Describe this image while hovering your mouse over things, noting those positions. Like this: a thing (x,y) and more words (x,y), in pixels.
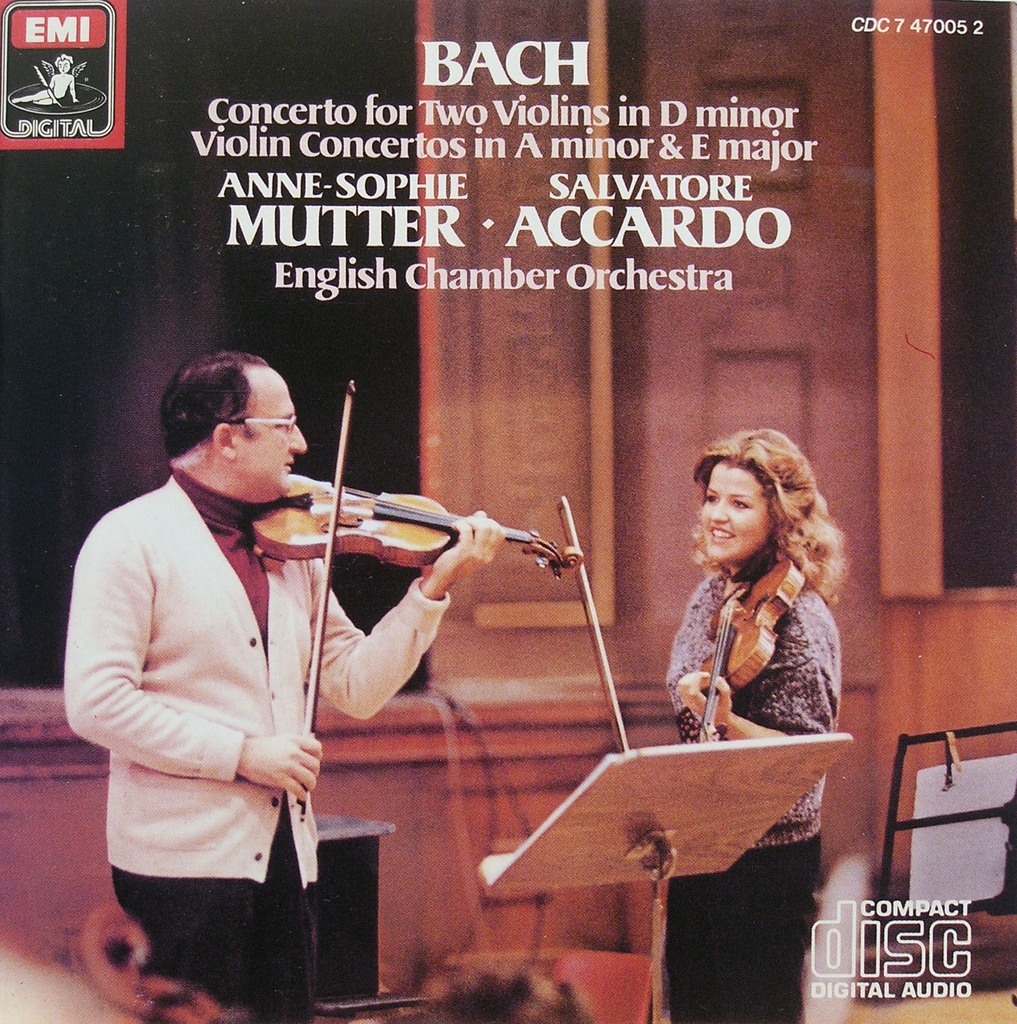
In the picture there are two person (257,608) standing and playing violin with the table (691,857) in front of them there is a wall (806,260) near to them on the picture there is some text (440,66).
